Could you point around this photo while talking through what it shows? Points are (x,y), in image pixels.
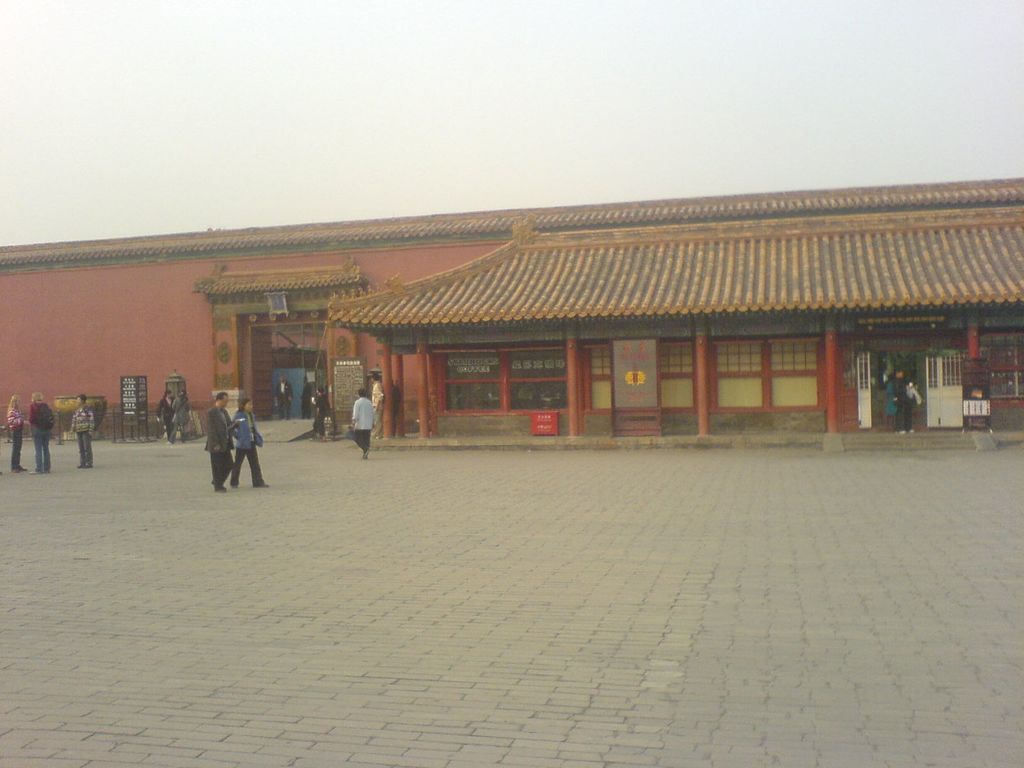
In this picture we can see many people (78,434) walking on the road (404,720) in front of a place (548,396) made of red bricks (129,295).
